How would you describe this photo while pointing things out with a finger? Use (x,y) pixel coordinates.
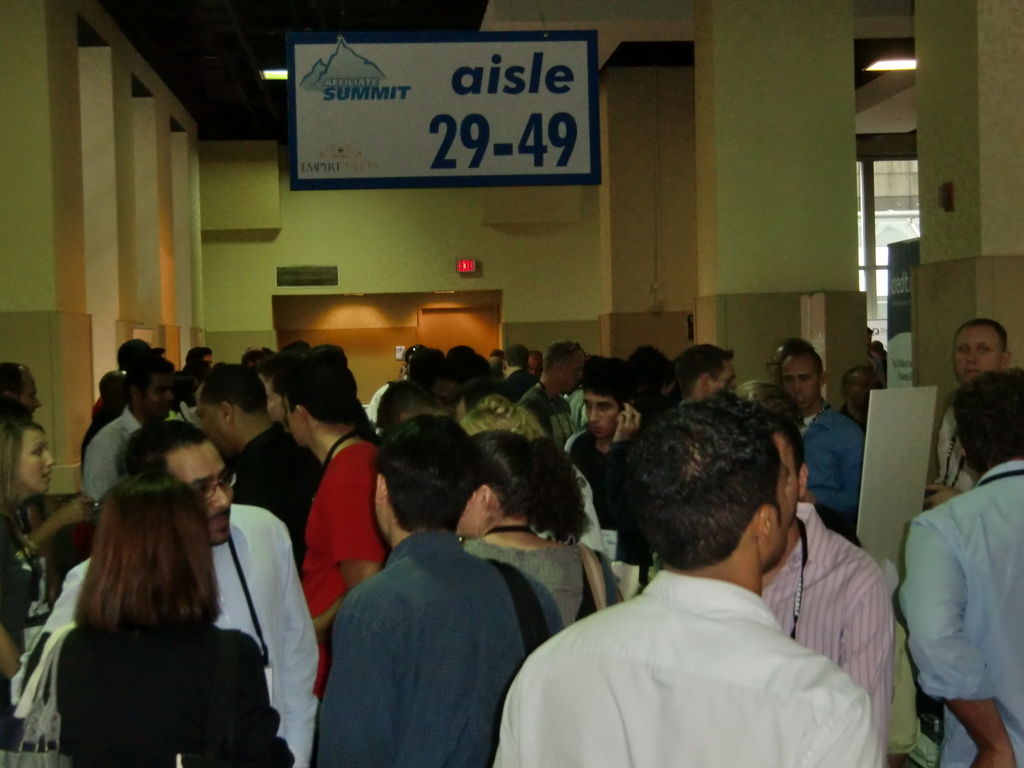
In this image we can see many people (403,720) are walking on the floor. Here we can see a board (545,161) on which we can see some text (575,131), we can see the pillars (743,300), exit board (460,262) on the wall (457,280), banner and the glass doors (883,180) in the background (889,260).
